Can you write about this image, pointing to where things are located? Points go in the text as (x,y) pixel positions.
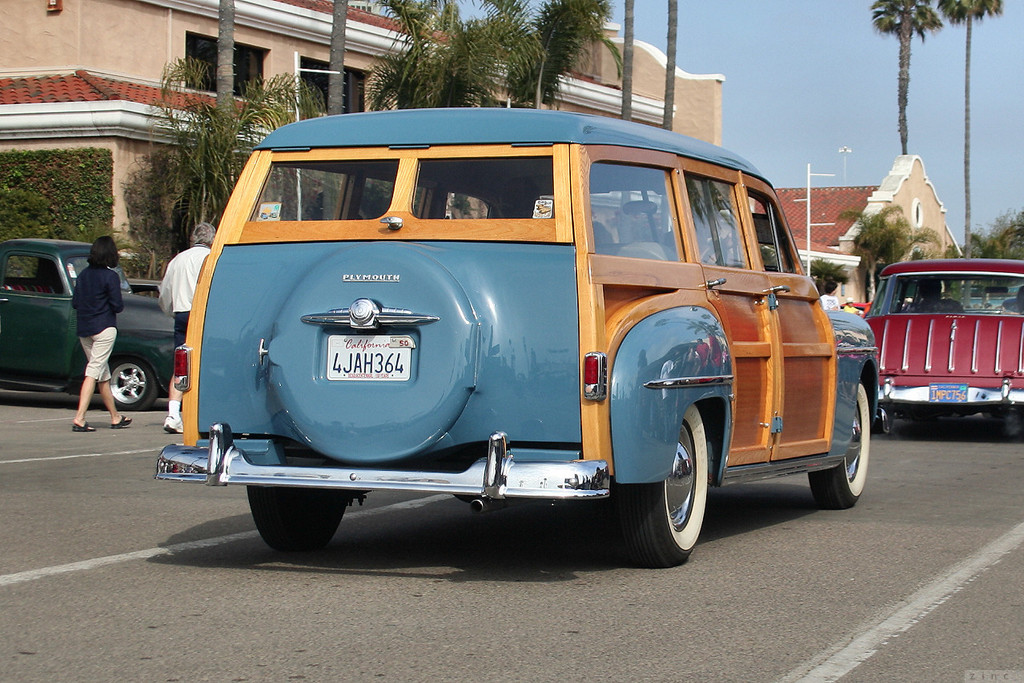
There is a vehicle (401,352) with a number plate (385,378). On the right side (969,356) there is another vehicle (924,341). On the left side (85,287) there are two people (184,271) walking on the road (76,402). Near to them there is another vehicle (35,301). In the back (246,91) there are buildings (711,120), trees (570,63) and sky (786,73).
